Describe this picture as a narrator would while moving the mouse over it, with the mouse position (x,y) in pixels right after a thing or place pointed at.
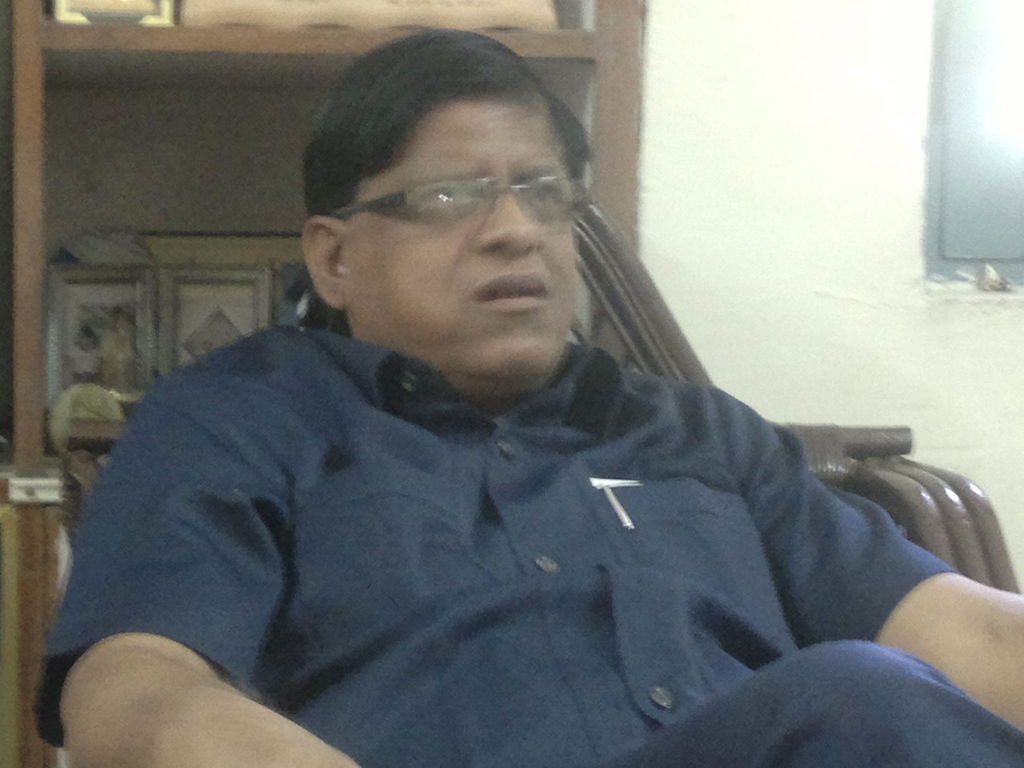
In this image we can see a person (626,494) sitting on a chair (923,514), in the background (223,270) there is a shelf (18,108) with photo frames (218,299) and a window (982,157) on the right side (976,229).
